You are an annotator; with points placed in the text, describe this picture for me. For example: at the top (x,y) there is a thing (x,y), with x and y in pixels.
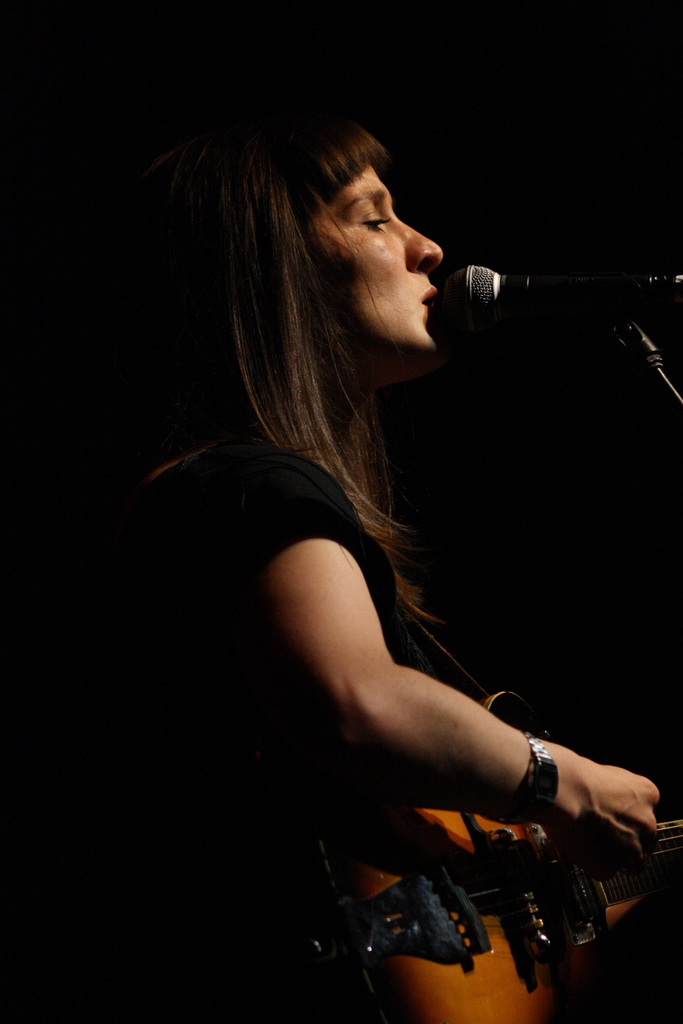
In this picture, we see woman (278,430) in black t-shirt (198,471) is holding guitar (600,899) in her hands (617,822) and playing it. In front of her, we see microphone (554,298) and she is singing on microphone (548,282).
